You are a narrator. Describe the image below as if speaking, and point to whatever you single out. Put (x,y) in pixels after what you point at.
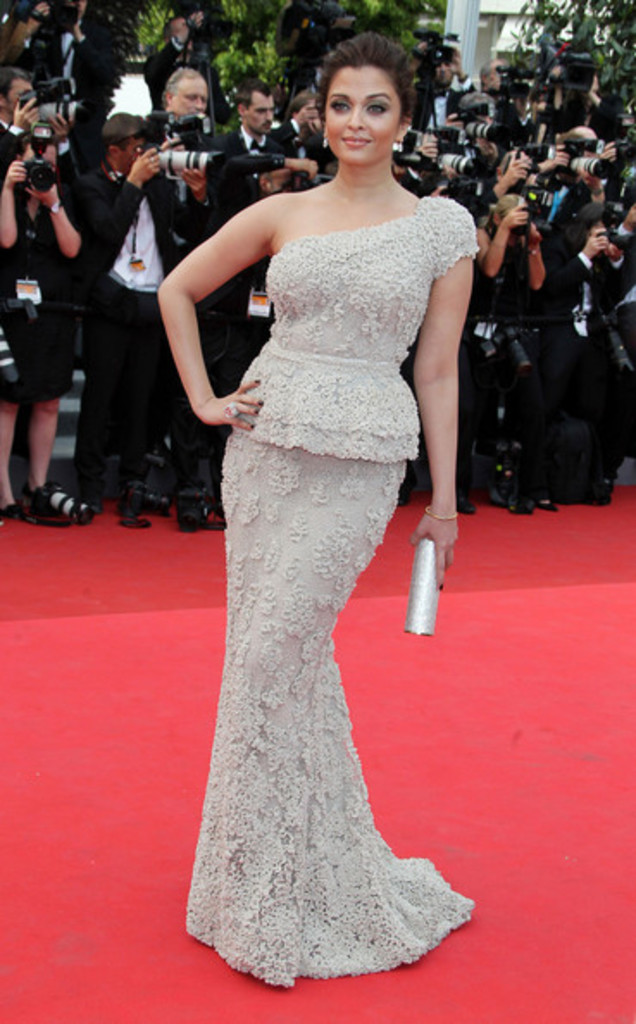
This image is taken outdoors. At the bottom of the image (147,921) there is a red carpet (426,721). In the middle of the image (255,591) a woman (336,340) is standing and she is holding a wallet (430,570) in her hand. In the background (9,152) there are a few trees (241,7) and many people (12,84) are standing on the floor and clicking pictures.
